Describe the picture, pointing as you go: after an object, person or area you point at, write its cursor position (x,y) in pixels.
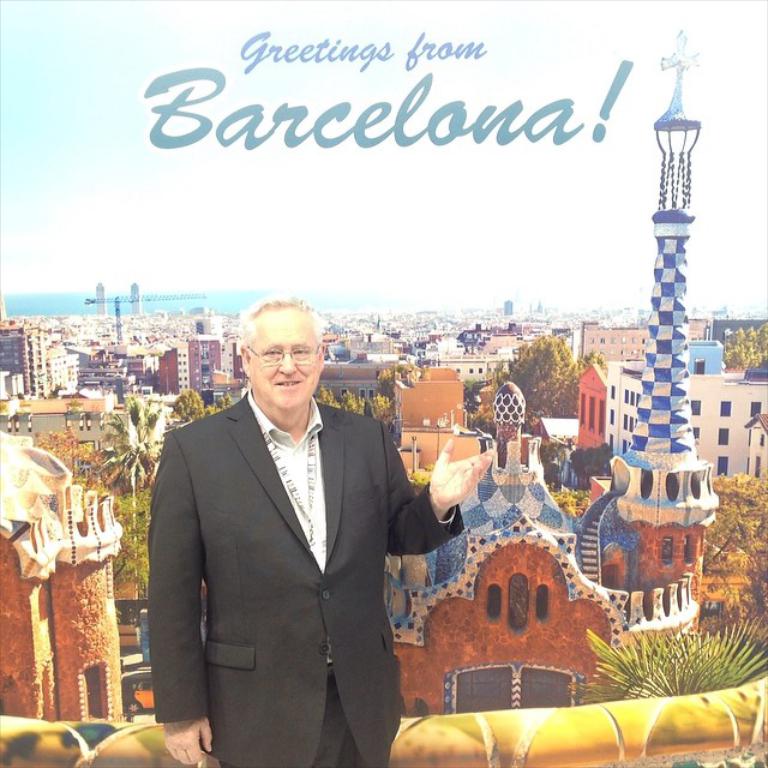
In the image there is a man (306,732) and behind the man (271,662) there is poster (566,458) containing many buildings (490,358) and towers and there is a greeting text (179,104) above the poster (401,119).
